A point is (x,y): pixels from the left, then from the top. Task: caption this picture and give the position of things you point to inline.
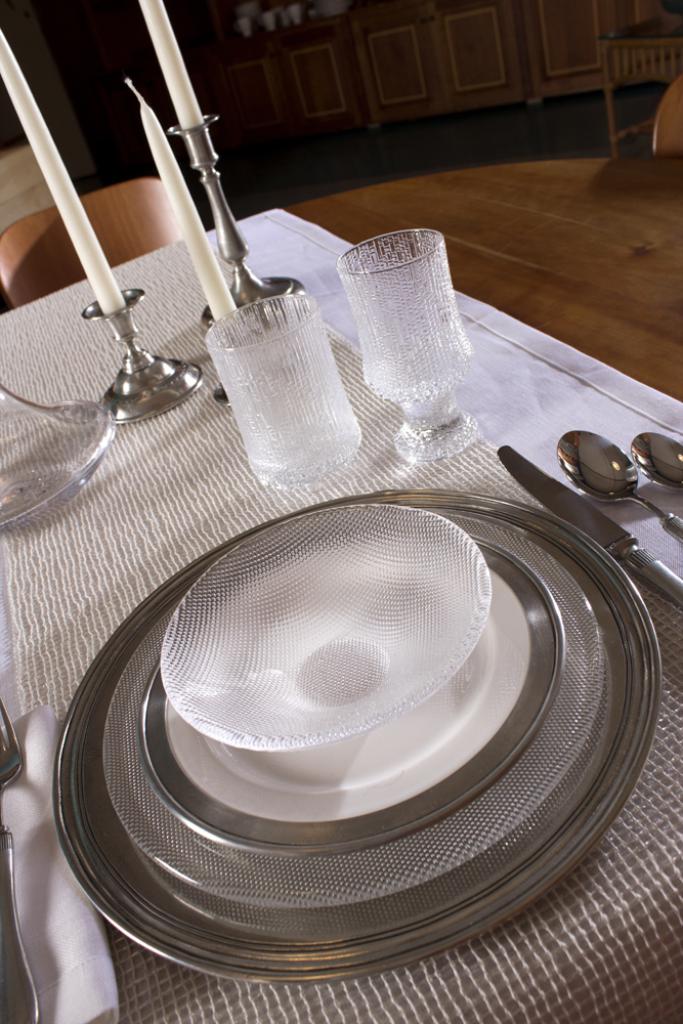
In this picture we can observe a bowl (260,680) placed in the plate (375,880). We can observe glasses (400,376) and candles (167,182) on this table (475,453). On the right side (577,513) there is a knife (592,507) and a spoon (625,473). The table (584,305) is in brown color. We can observe a white color cloth (488,373) on the table (584,250). In the background (511,50) there are cupboards (392,65).
